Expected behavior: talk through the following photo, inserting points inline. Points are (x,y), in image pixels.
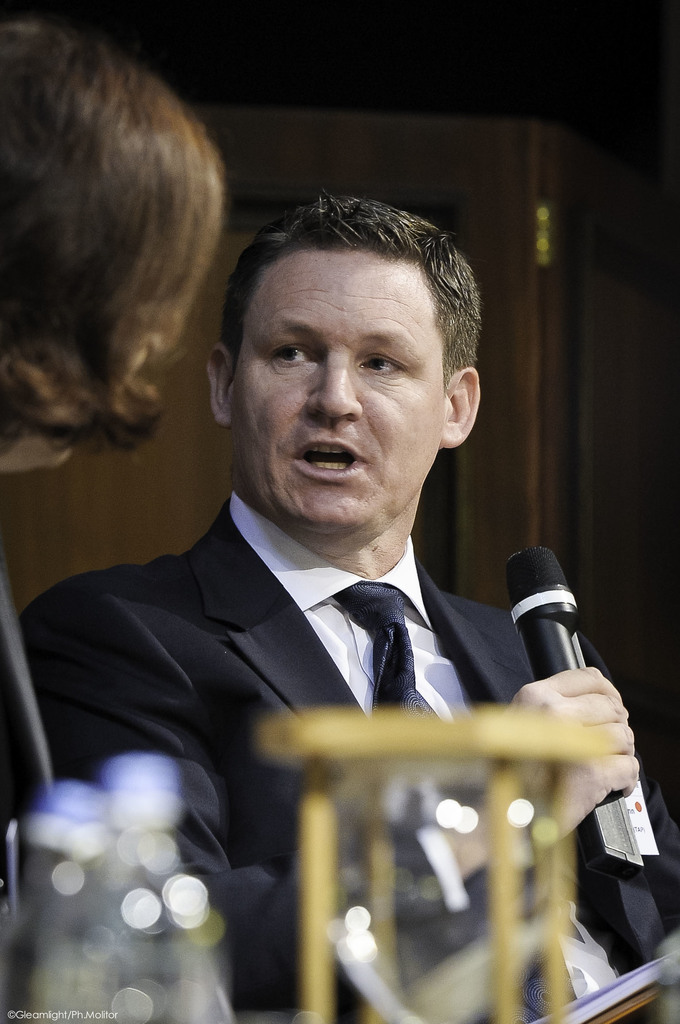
This image consists of a man (309,652) and a woman (45,119). That man (254,577) is wearing black color blazer (344,688) and he is holding mic (531,614) in his hand (538,693).
